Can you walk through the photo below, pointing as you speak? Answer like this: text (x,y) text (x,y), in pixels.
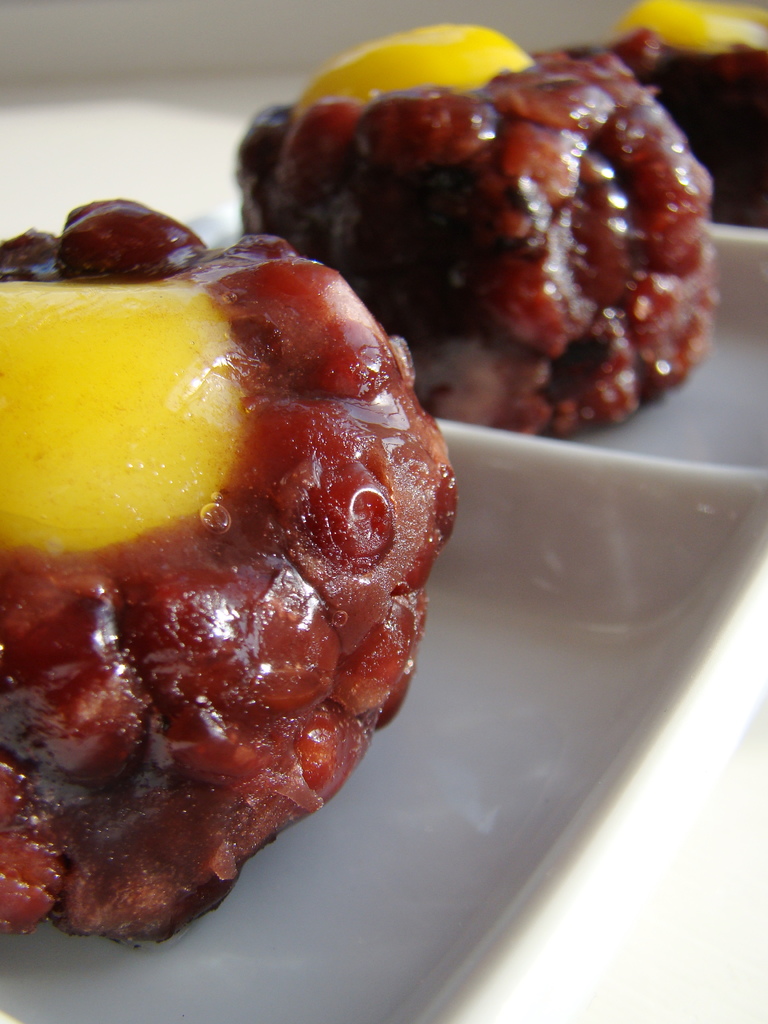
In this image we can see food items (527,362) in a plate (730,329).
